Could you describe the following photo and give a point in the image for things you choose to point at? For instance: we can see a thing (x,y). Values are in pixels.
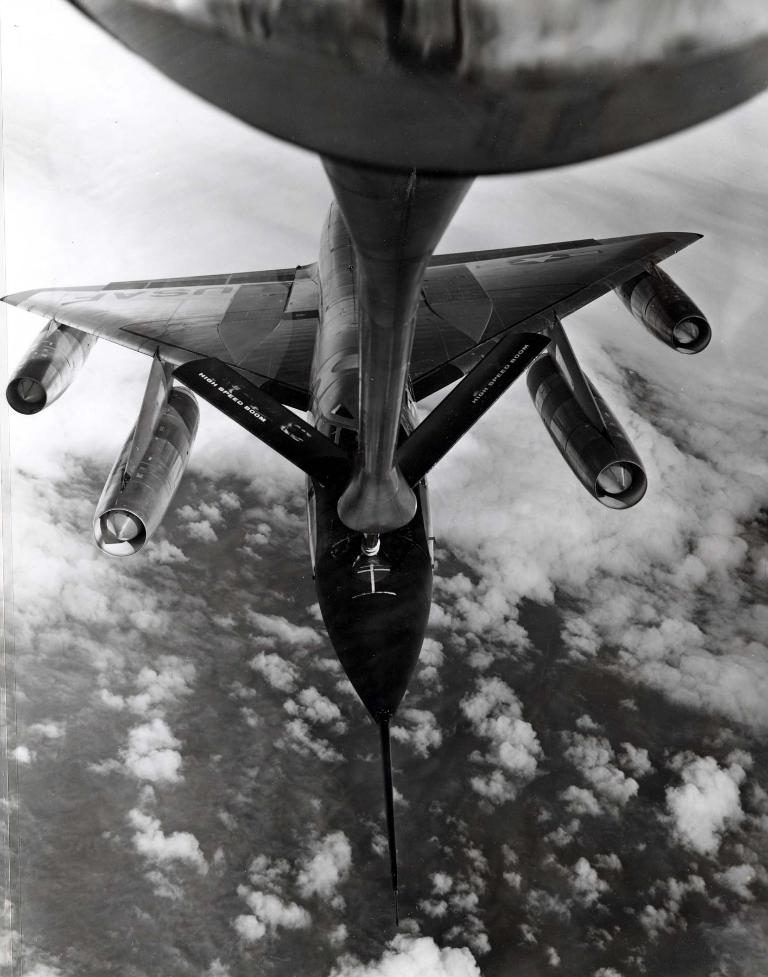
This is a black and white image. I think this is an airplane (338,350) flying in the sky (525,516). These are the clouds (529,500).
